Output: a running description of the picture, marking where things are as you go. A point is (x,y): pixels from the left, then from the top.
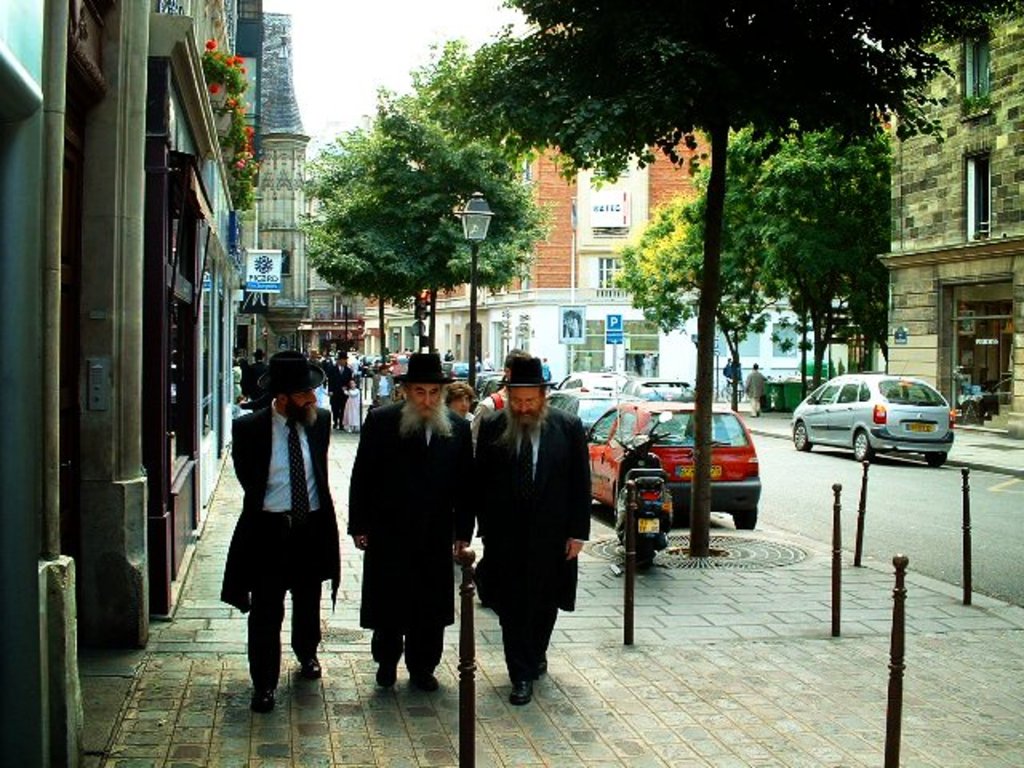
In this picture I see few buildings (985,129) and trees (896,23) and few cars (682,417) parked and a pole light (480,217) on the sidewalk (578,575) and i see a motorcycle (641,562) parked on the sidewalk (682,563) and i see a sign board (607,335) on the right side of the picture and on the left side (340,365), I see few people (368,424) walking on the sidewalk (431,725) and a cloudy sky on the top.
